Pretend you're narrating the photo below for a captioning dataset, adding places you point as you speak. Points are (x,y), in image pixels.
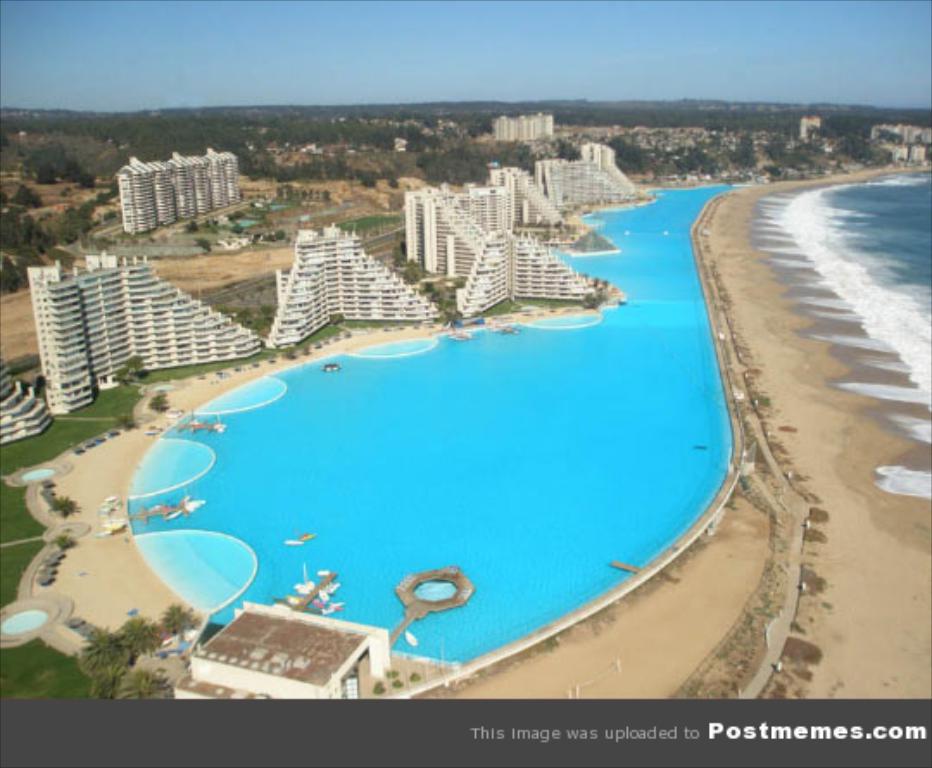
In this image I can see water (628,539) in blue color. Background (369,284) I can see few buildings (133,269) in white color, trees (338,107) in green color and sky (356,76) in blue color.
